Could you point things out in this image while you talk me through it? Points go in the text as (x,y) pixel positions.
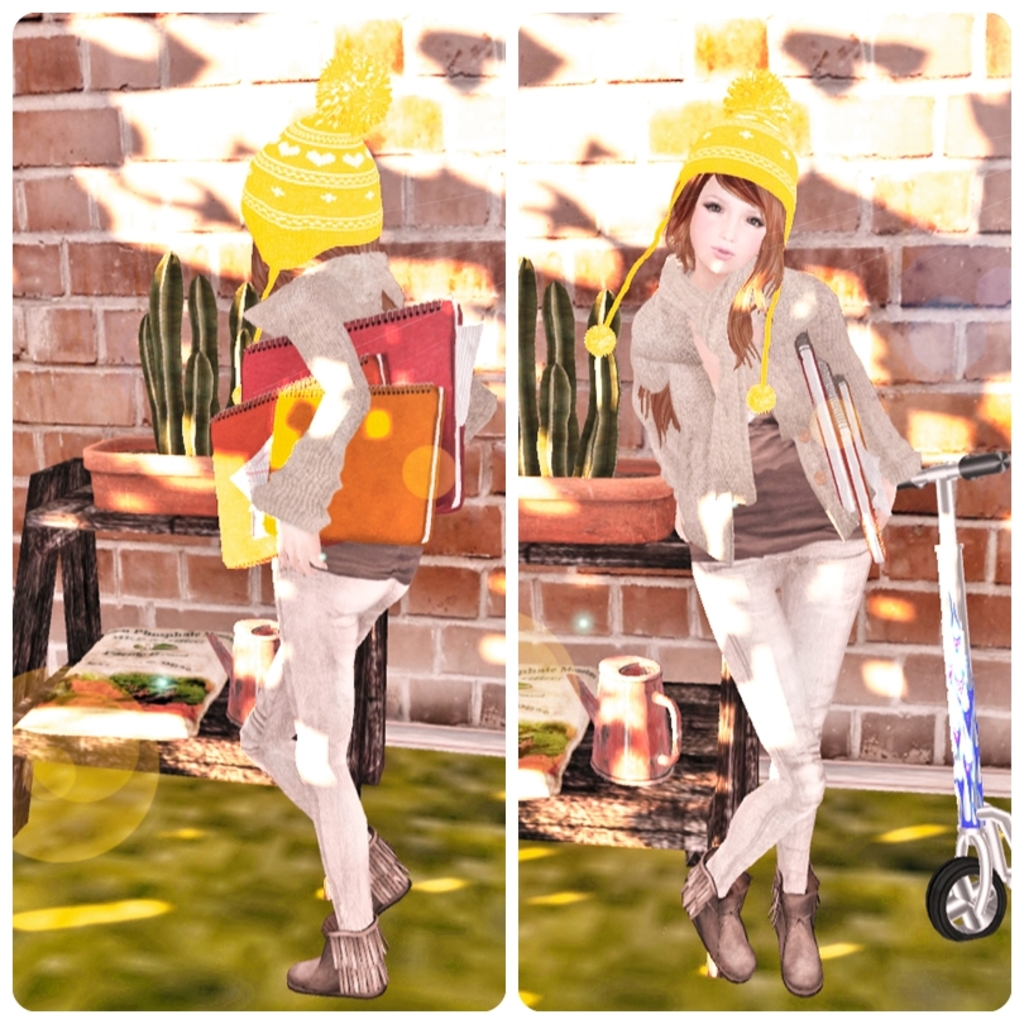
In the image there is a collage (554,460) of two depictions.
